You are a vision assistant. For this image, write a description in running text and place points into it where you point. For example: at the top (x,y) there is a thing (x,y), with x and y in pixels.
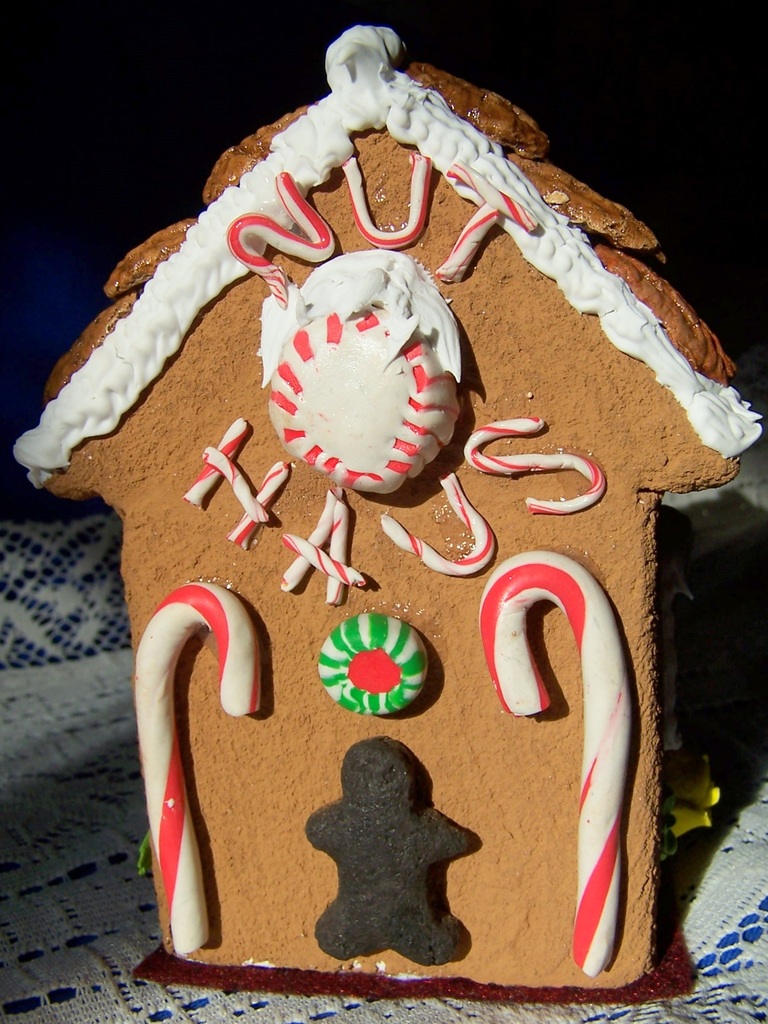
Here we can see a cookie (524,351) in the shape of a house. On this cookie (481,750) we can see candies (390,428) and there is a dark background (568,80).
